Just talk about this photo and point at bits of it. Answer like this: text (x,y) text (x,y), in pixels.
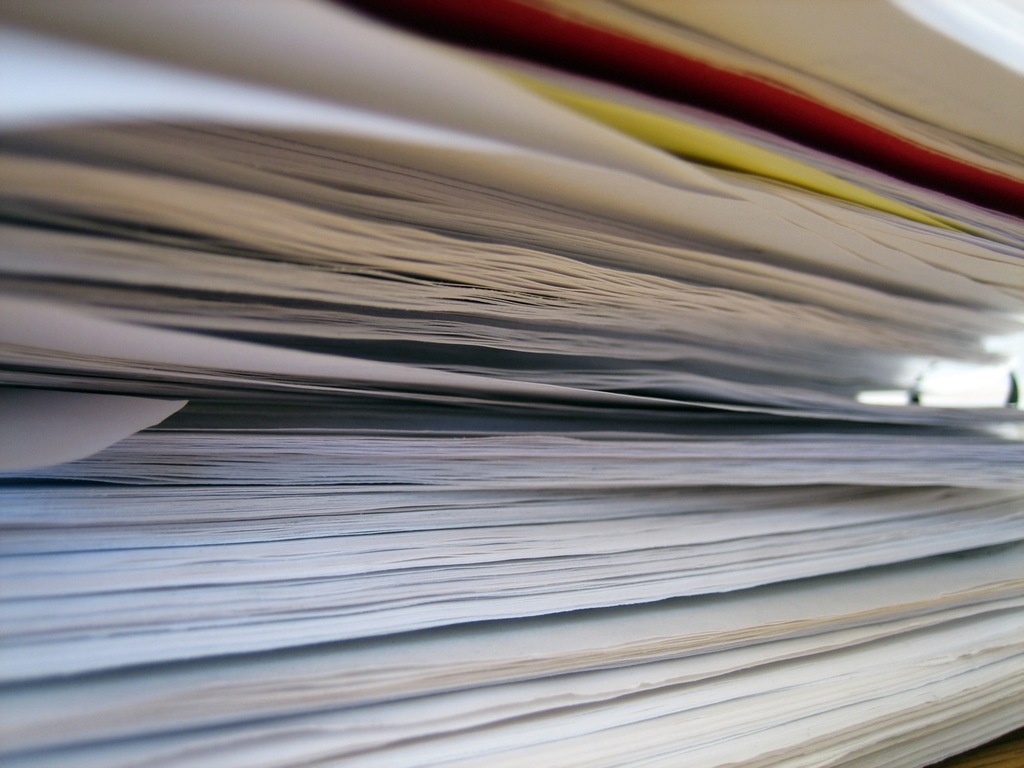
In this picture I can observe number of papers (516,641). I can observe red and yellow color papers (573,41) in this picture.
